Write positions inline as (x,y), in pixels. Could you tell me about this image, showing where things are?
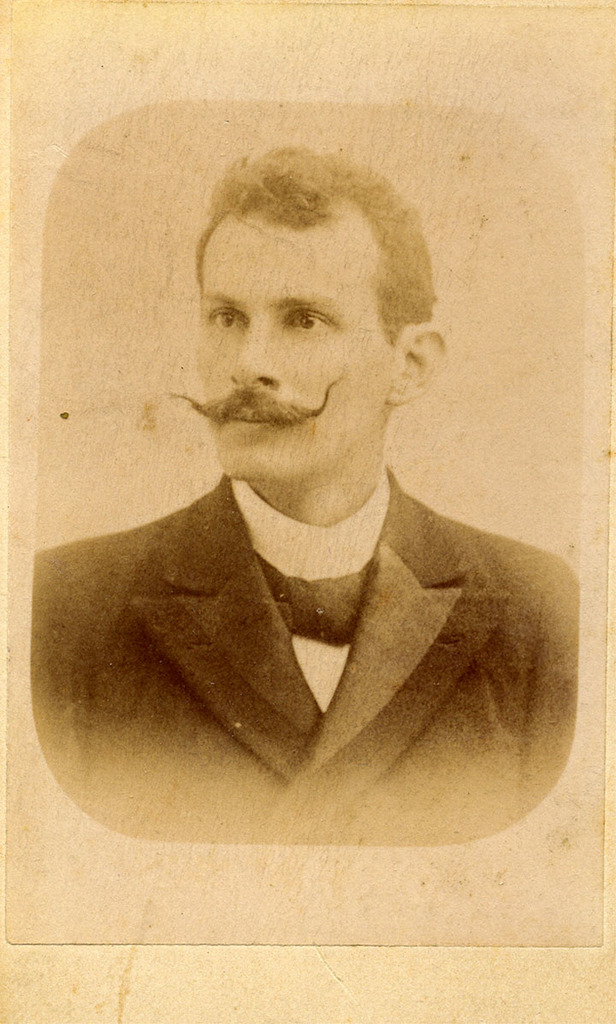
In this image, we can see the photo (544,448) of a man (96,605).
